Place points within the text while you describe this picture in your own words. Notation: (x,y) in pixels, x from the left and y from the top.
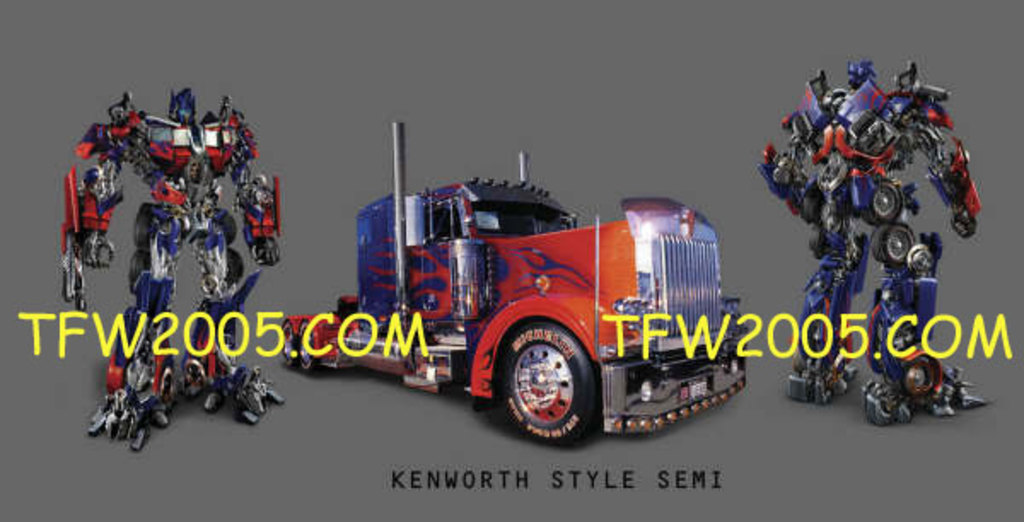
In this image I can see toys (521,207) and in the middle (388,212) I can see car toy (547,296), on the left (213,322) and on the right side (835,155) I can see robot toy (167,266) and I can see text (319,344) on the image.
